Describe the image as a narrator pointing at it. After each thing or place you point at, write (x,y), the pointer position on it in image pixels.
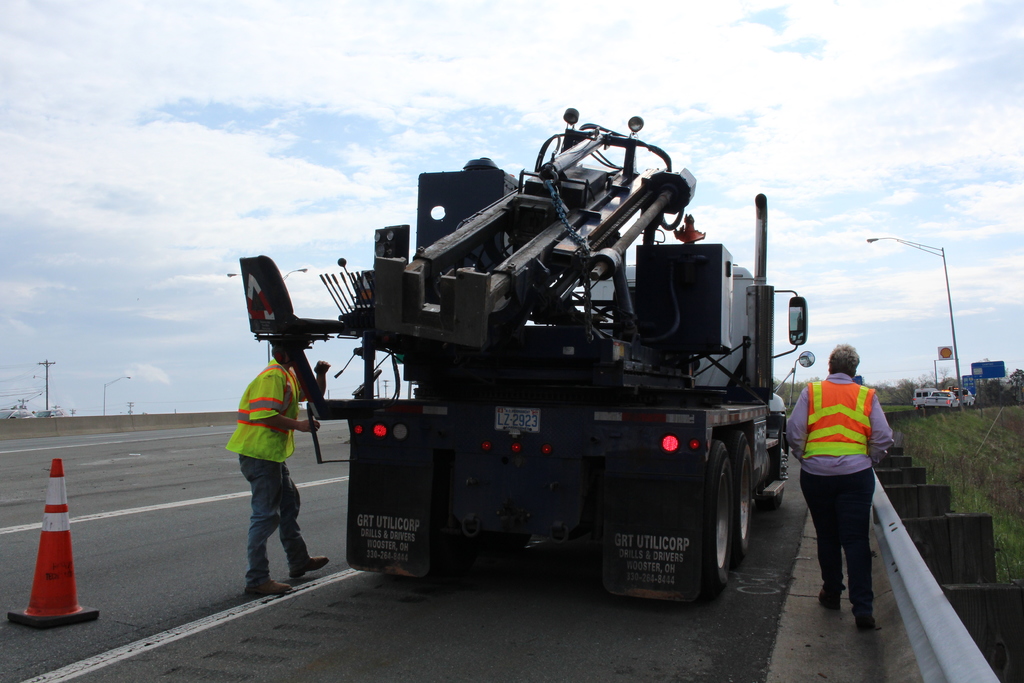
In the center of the image (473,365) we can see vehicles (555,398) on the road (460,614) and there are people (861,534). On the left (77,618) there is a traffic cone (62,619). In the background (47,353) there are poles (957,354), boards (976,378) and sky (309,90).
